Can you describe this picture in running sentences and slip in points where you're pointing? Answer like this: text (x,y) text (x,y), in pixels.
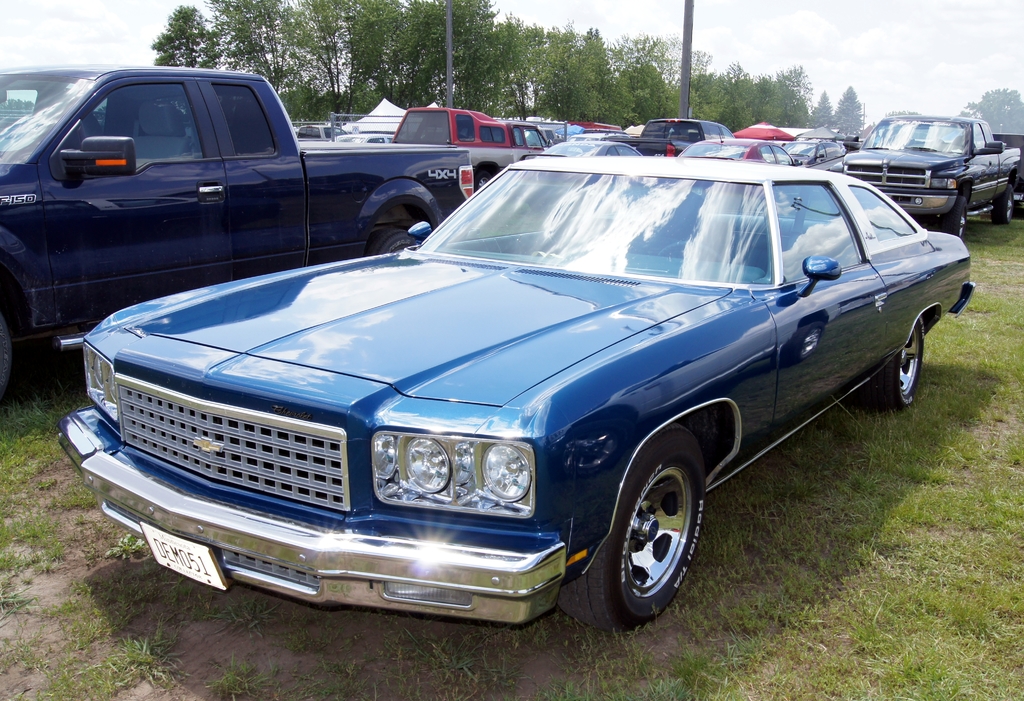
In this image there are a few vehicles (466,334) parked on the surface (847,594) of the grass (794,599). In the background (583,37) there are trees (531,37), poles (690,60) and the sky (867,82).
